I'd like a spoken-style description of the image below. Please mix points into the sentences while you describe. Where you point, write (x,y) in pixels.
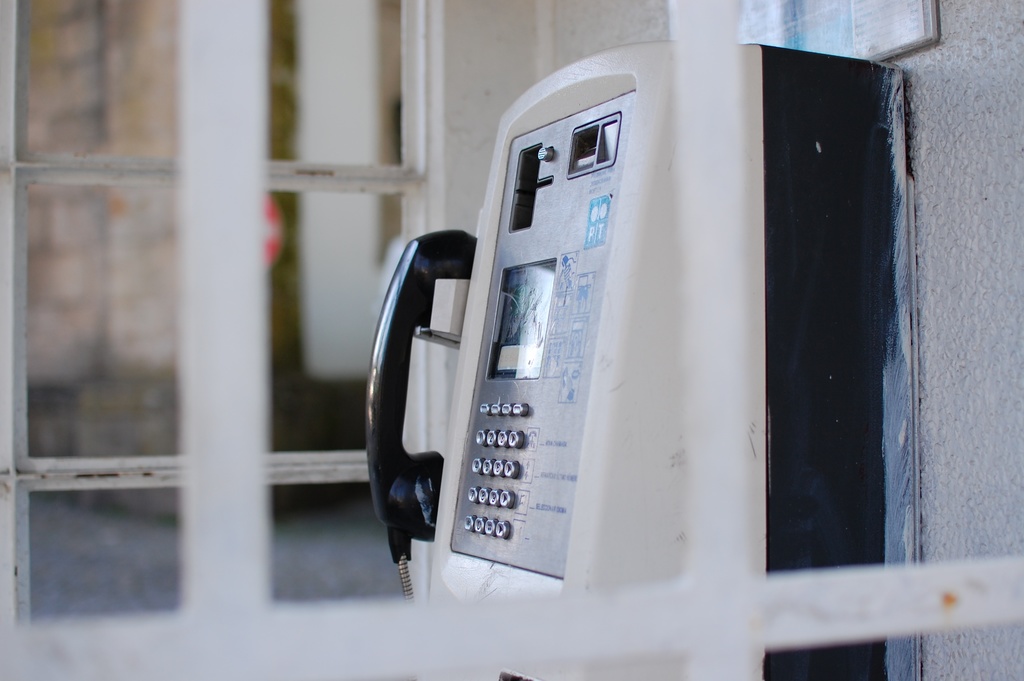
In this picture, we see a telephone (529,312). It is in white, grey and black color. It is placed on the grey wall (944,275). This might be a telephone booth (945,294). Beside that, we see the glass windows (296,434). In the background (110,201), we see the buildings (165,217). This picture is blurred in the background (324,64).
